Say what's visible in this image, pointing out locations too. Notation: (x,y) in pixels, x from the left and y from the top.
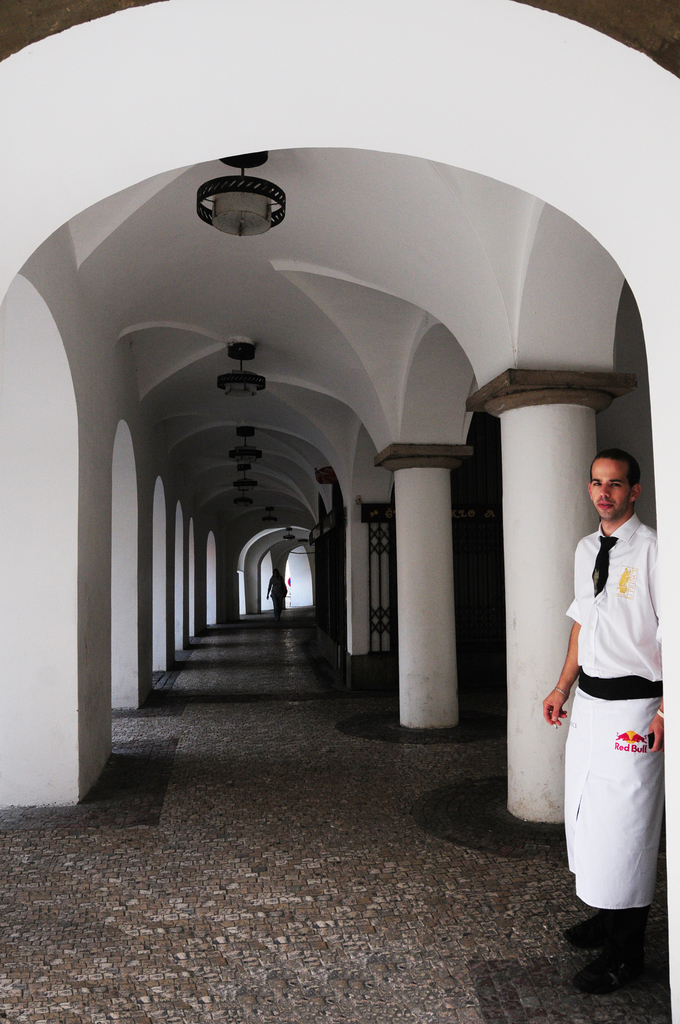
In this picture I can see two persons (593,974) standing, there are pillars (37,775) and lights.
